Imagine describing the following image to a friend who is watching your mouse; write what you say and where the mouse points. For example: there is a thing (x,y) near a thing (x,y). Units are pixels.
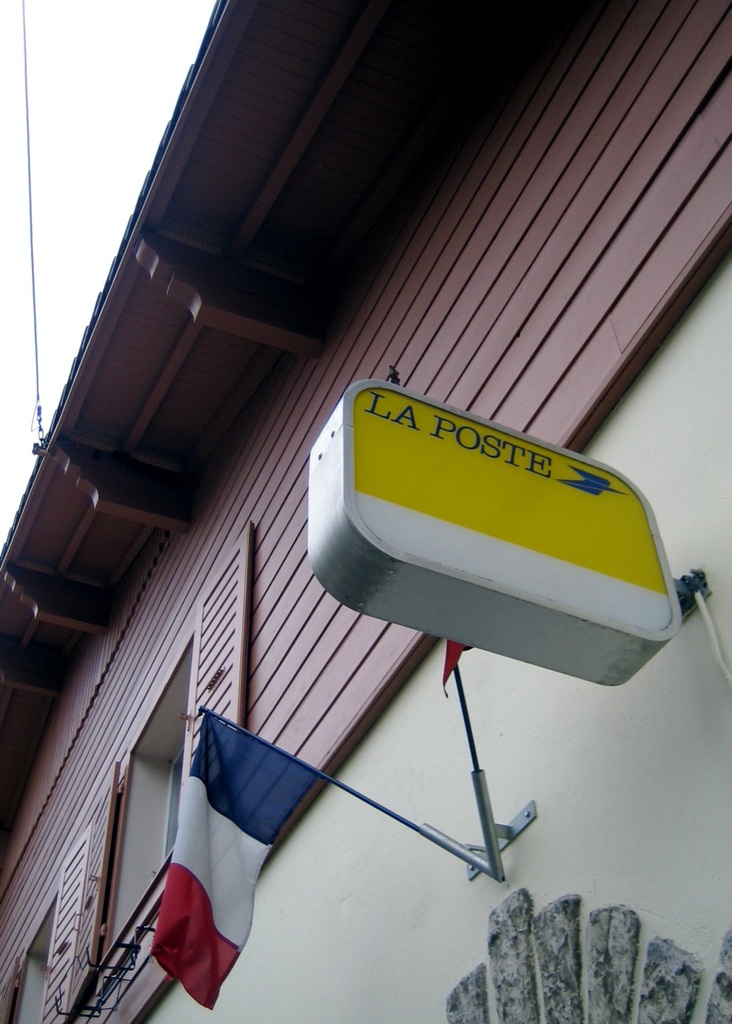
In the foreground of this picture (387,590), there is a board (500,576) and a flag (311,774) to the wall (508,714). We can also see window (145,787) and the sky (75,121) on the left side of the image (82,181).
